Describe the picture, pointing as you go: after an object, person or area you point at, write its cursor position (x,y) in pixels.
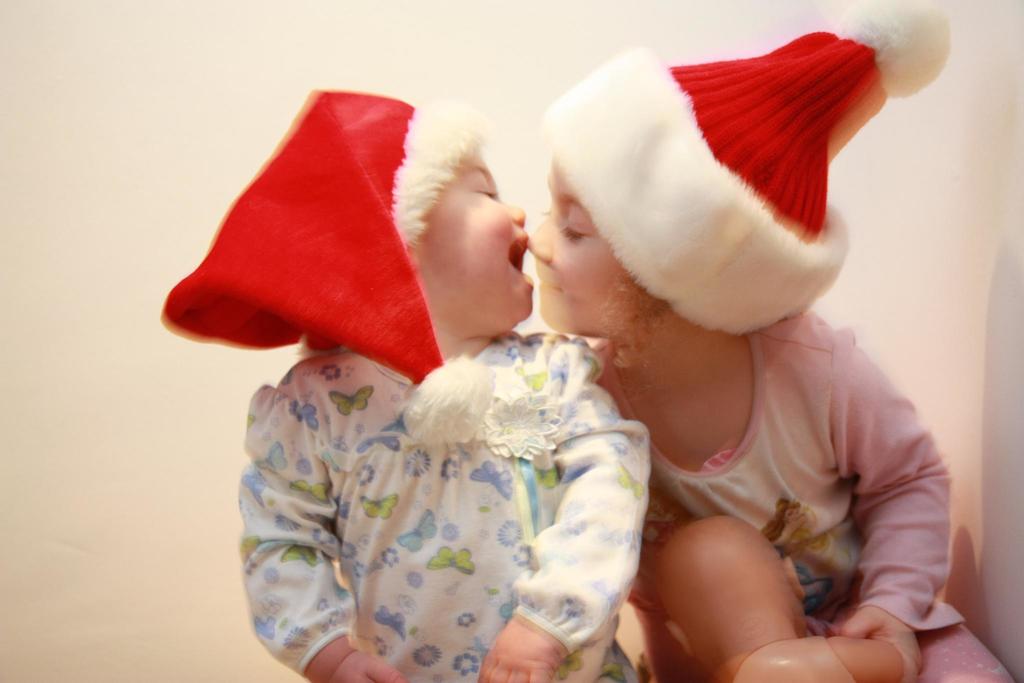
In front of the image there are two kids (617,503). Behind them there is a wall (116,479).
